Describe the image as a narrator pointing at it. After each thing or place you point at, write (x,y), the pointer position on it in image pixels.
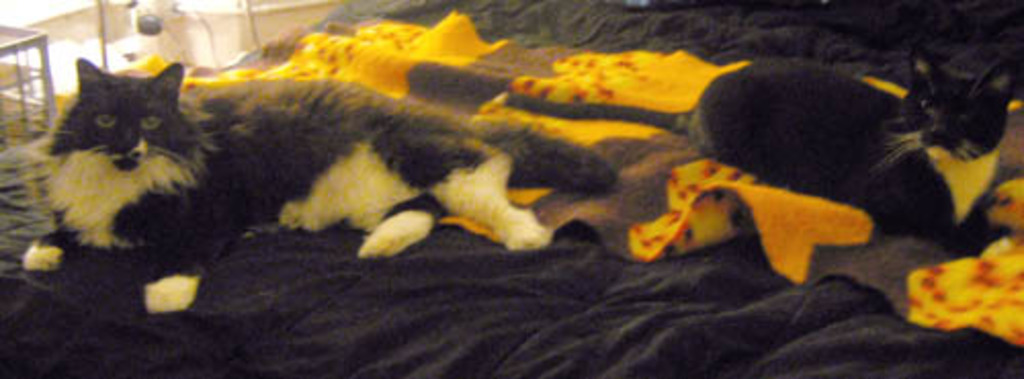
In this image, we can see cats (497,213) lying and at the bottom (485,310), there is cloth (569,308) and in the background (46,43), there is a table (31,43) and there is a floor (273,21).
